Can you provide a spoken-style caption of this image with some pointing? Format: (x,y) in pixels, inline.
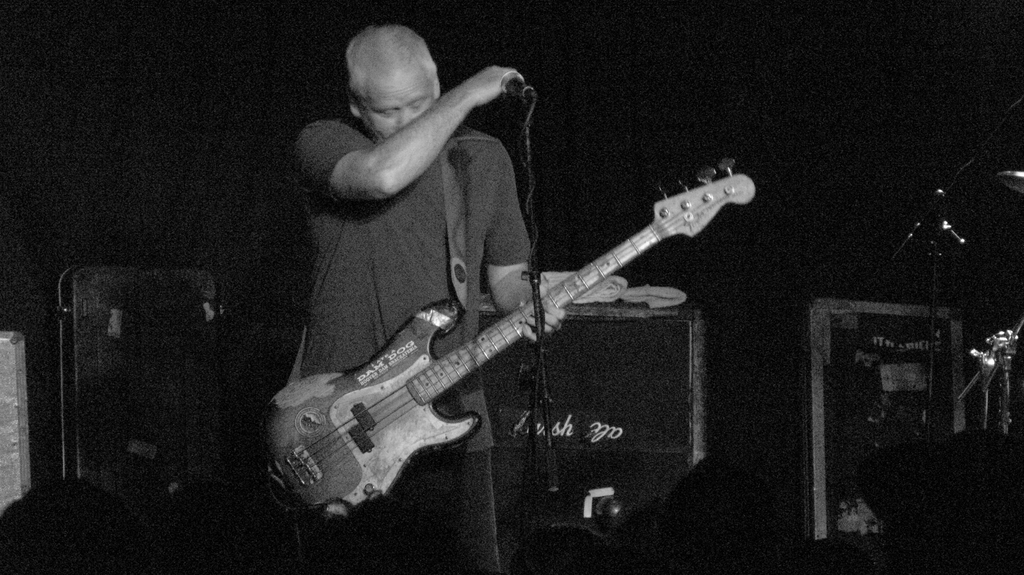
A man (392,264) holding a guitar (390,390). In front of him there is a mic (516,95) and mic stand (536,302). In the background (676,385) there are many other items (683,367).
